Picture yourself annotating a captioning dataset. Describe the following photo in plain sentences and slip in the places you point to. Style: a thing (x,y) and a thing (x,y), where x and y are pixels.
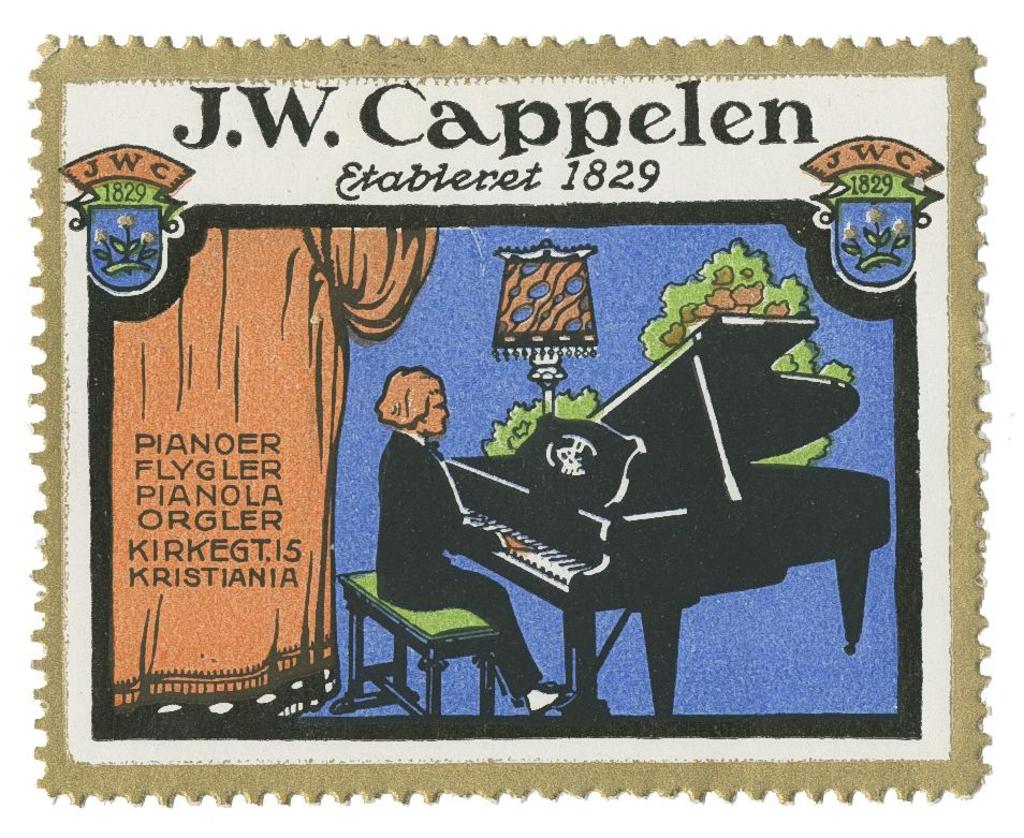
In this image I can see a person (446,505) sitting on the bench (453,614) and playing musical instruments (500,561). He is wearing black and white clothes (441,537). Back I can see a lamp (507,338) and trees (532,414). The image is colorful.
